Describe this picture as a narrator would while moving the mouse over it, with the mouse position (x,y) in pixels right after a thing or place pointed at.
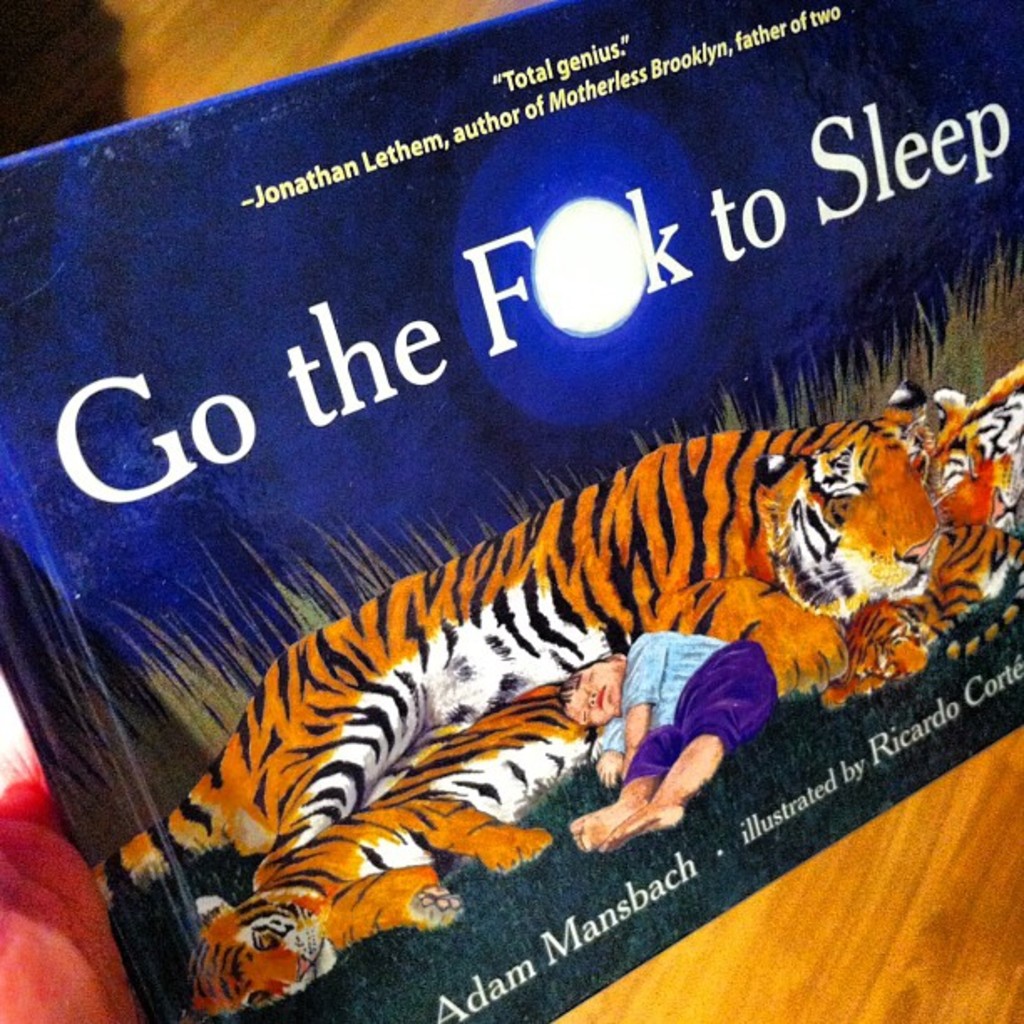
In this picture, we see a book (332,199) in blue color with some text (494,296) written and we even see the painting (488,737) of the boy (595,709) and the tiger (688,629) on the book (671,612). This book (778,584) is placed on the wooden table (893,973). In the left bottom (16,840), we see a hand (54,938) in red color.
